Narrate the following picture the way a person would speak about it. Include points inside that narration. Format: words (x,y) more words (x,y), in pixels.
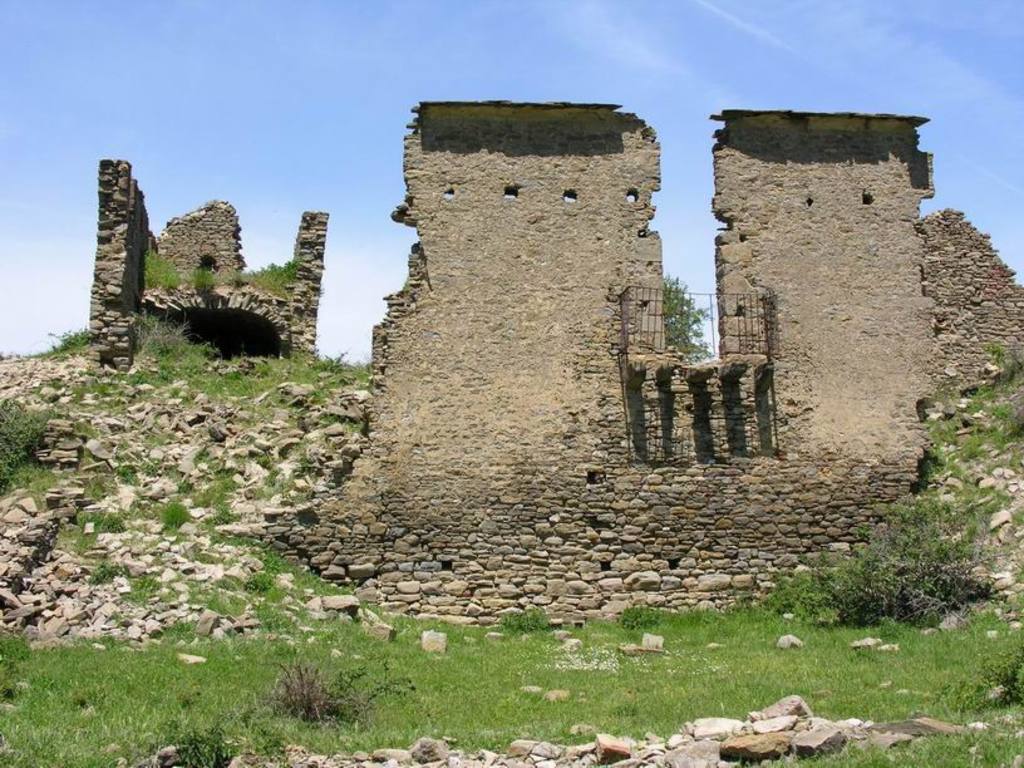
In this image we can see a wall (498,406). On the wall (537,335) there is a railing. Beside the wall (544,338) we can see rocks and a wall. On the rocks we can see few plants (269,578). At the bottom (420,695) we can see the grass (446,656) and the rocks (784,708). At the top (398,71) we can see the sky (344,93).
